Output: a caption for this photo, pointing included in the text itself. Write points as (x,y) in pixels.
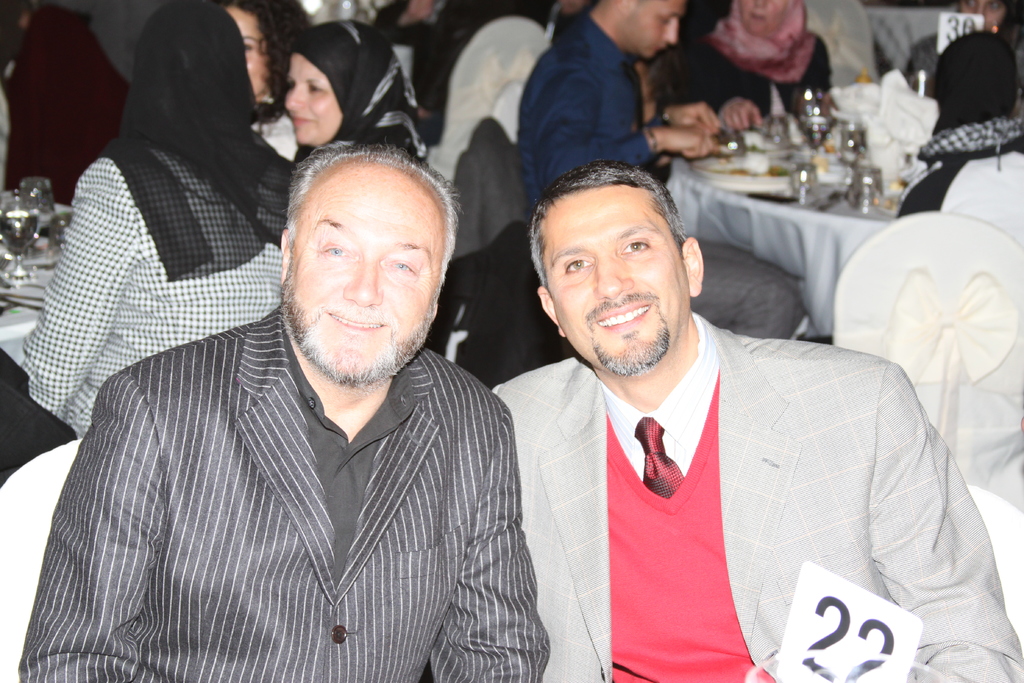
In the center of the image (410,373) we can see two men (667,456) sitting on the chairs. In the background (156,162) there are many people (695,87), food (751,165), table (793,224) and chairs (516,133).
